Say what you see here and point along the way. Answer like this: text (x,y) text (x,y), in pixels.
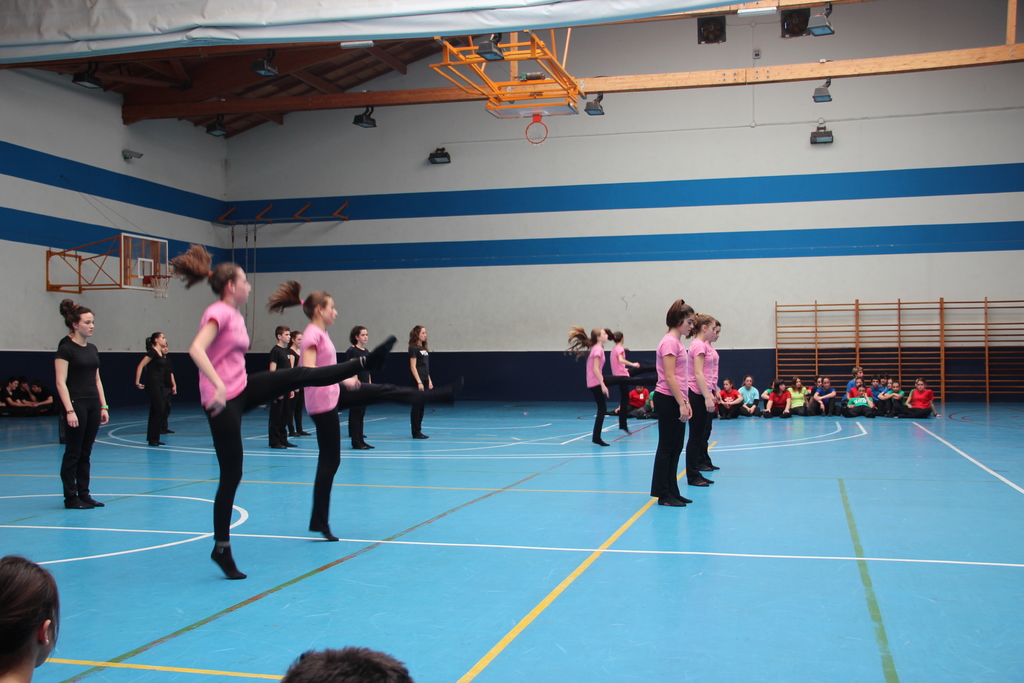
In this picture, women (416,326) are standing. Two women (231,419) in front of the picture might be practicing the dance. Beside them, we see people (885,381) are sitting on the blue color floor (834,429). Behind them, we see a rack (932,360). In the background (526,228), we see a wall (514,259) in white and blue color. At the top (286,70), we see the ceiling (286,70) of the room (286,70) and we see the metal object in orange color. This picture might be clicked in the indoor stadium (471,62).
